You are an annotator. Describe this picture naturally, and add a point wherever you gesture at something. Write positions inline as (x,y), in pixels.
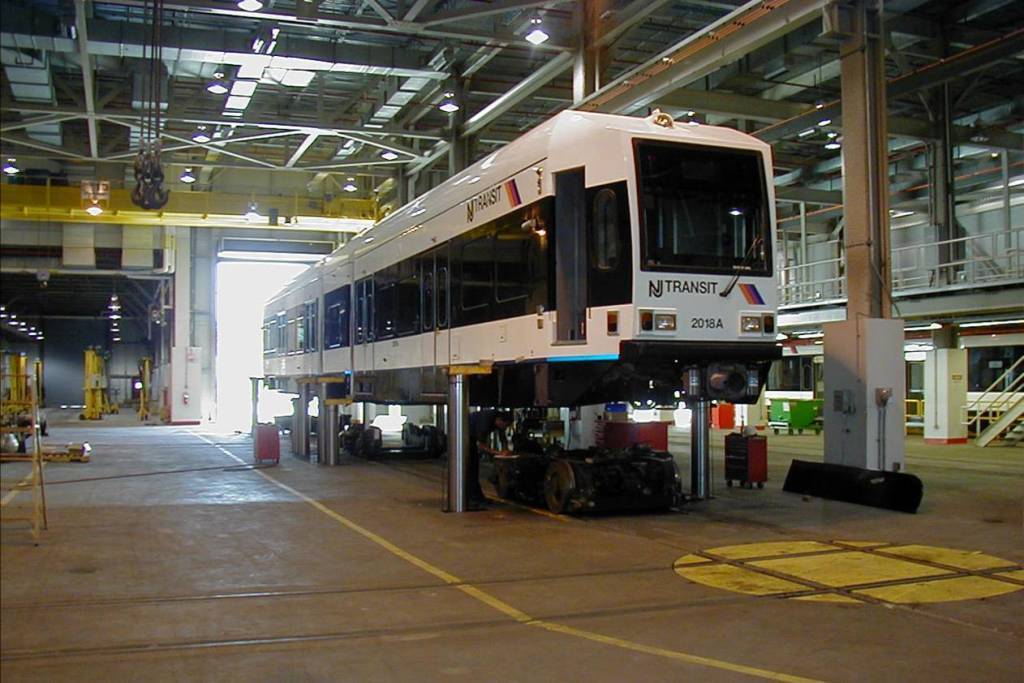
In this image I can see the vehicle (486,384) which is in white and black color. I can see many machines (585,508) and some objects (253,409). To the right (993,418) I can see the railing (910,401) and the trolley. To the left (33,492) I can see the rods (39,454). These are inside the shed (317,146). I can see many lights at the top (390,155).
